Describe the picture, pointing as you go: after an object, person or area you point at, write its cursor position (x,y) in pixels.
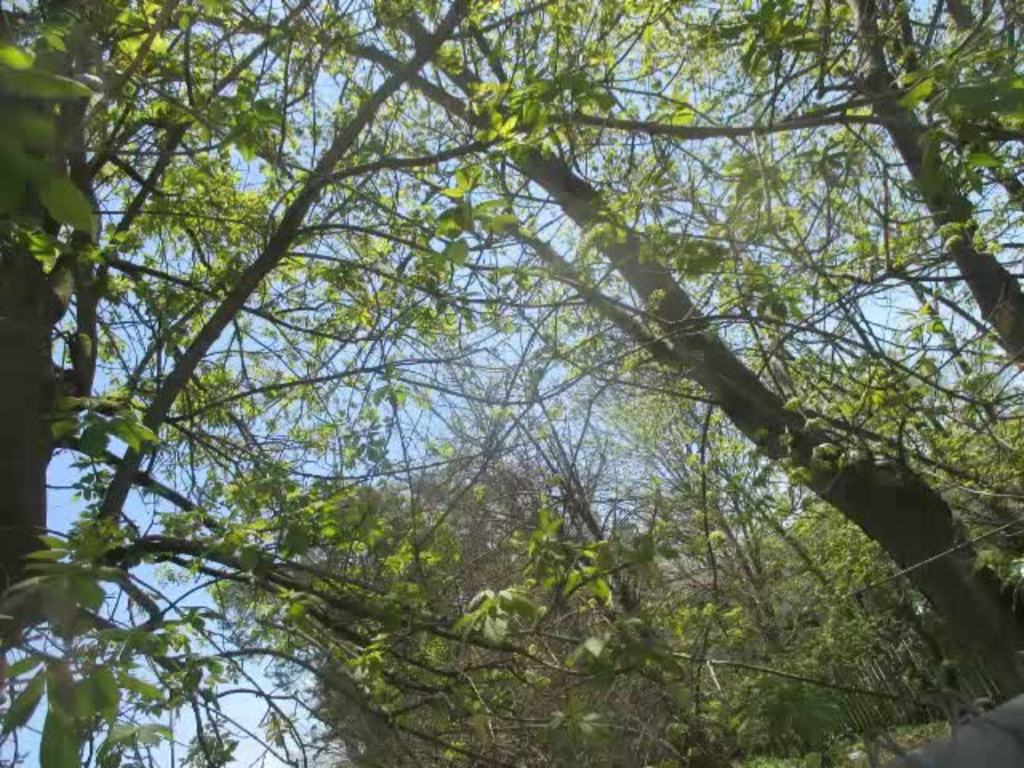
In this image we can see trees (498,617).
